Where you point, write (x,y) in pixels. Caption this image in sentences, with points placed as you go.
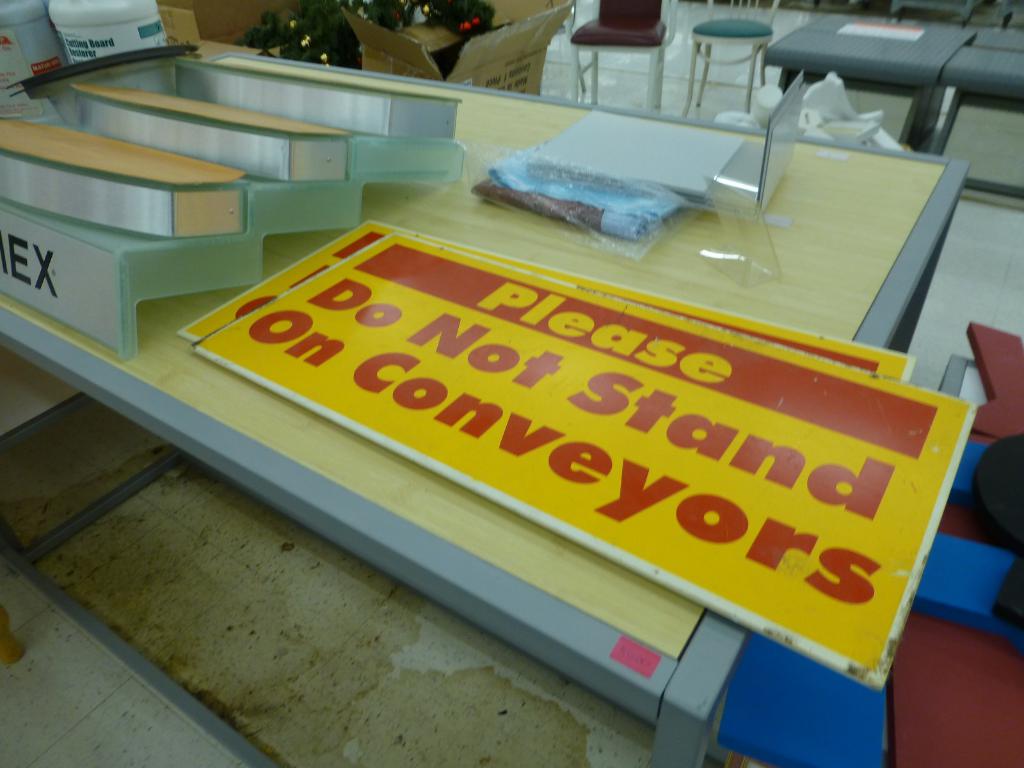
In the image there is a table (453,193) with name boards (450,335) on it and behind there are chairs (641,30) and tables (917,139) on the floor (990,267) with cardboard boxes (494,49).
